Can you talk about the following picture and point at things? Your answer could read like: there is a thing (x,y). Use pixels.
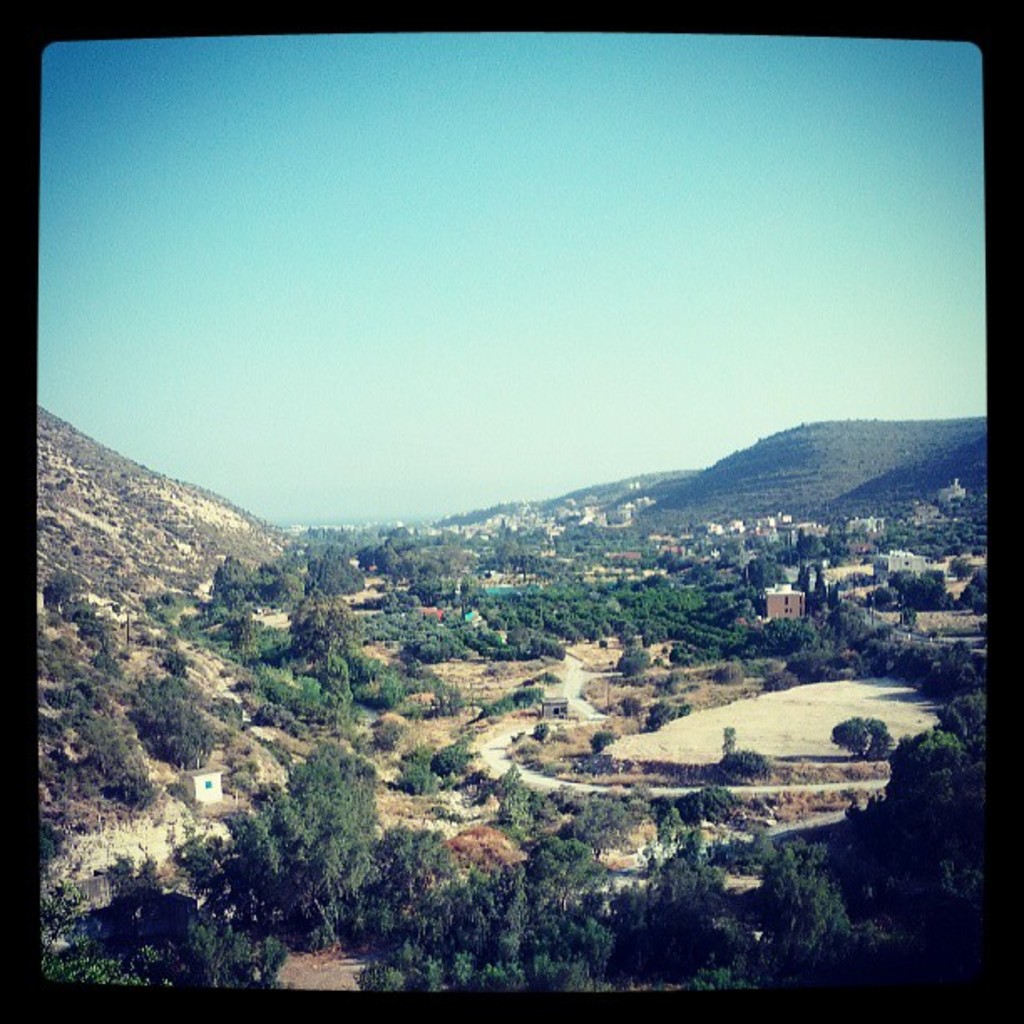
In this image, we can see a photo (975,517), in that photo (454,940), we can see some trees (964,815), there are some buildings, mountains (153,546) and at the top (470,225) we can see the sky (474,186).
